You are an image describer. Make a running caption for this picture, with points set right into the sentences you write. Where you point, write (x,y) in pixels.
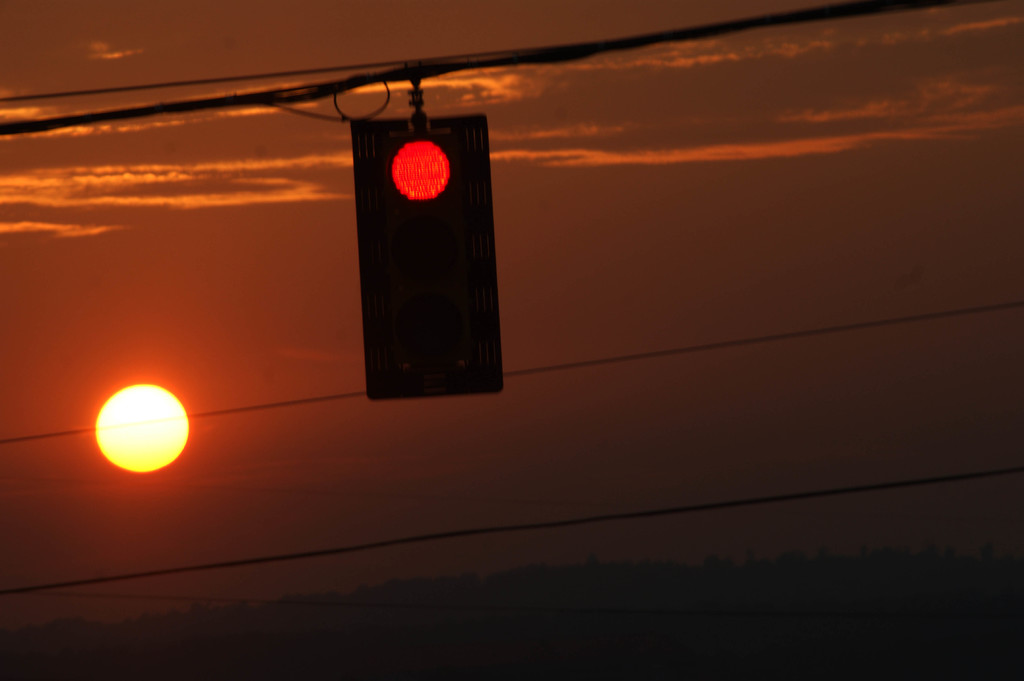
In the middle of the image (468,377) we can see some wires (101,114), on the wires (118,88) there is a traffic signal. Behind them there are some clouds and sun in the sky (412,475).
